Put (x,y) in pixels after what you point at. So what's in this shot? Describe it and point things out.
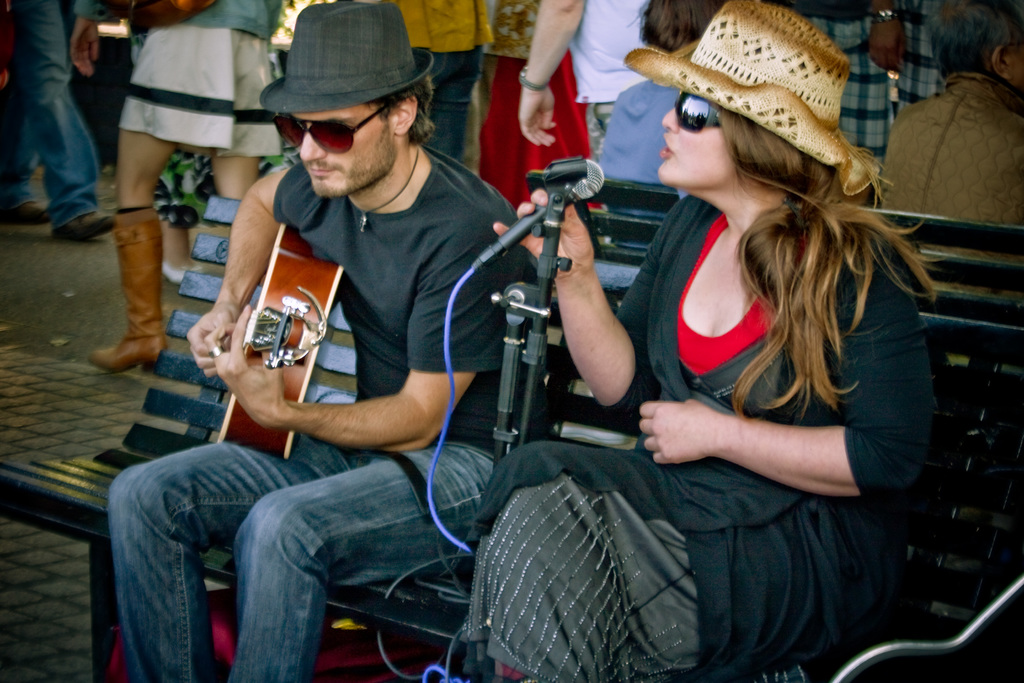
A woman (807,81) is sitting on a bench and singing with a mic (591,177) in her hand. There is man (376,161) beside her playing guitar (269,314). He wears hat (351,55) and goggles (347,148). There are some people (263,122) behind them.
